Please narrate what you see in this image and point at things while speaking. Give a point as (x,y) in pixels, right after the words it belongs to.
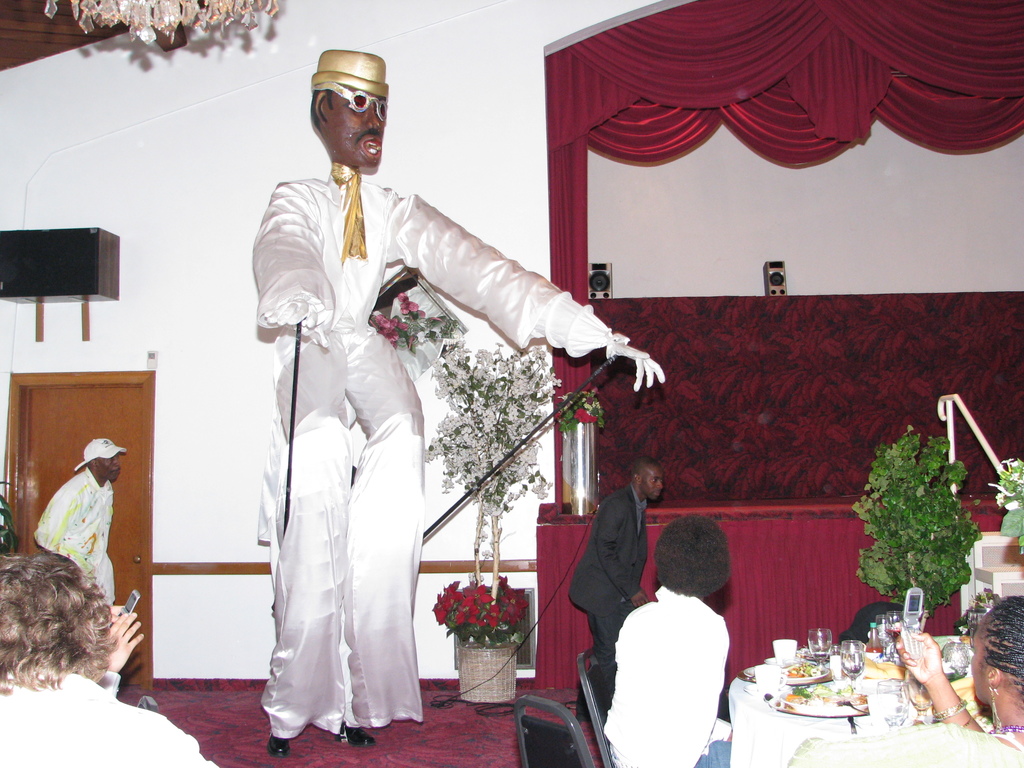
This picture describes about group of people (723,651), few people (689,651) are seated and few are standing, in front of them we can see few glasses (811,646), plates (792,681) and other things (873,708) on the table (874,689), and few people (927,662) are holding mobiles (915,656), in the background (759,659) we can see few plants (524,607), speakers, lights (225,4) and curtains (855,75).
